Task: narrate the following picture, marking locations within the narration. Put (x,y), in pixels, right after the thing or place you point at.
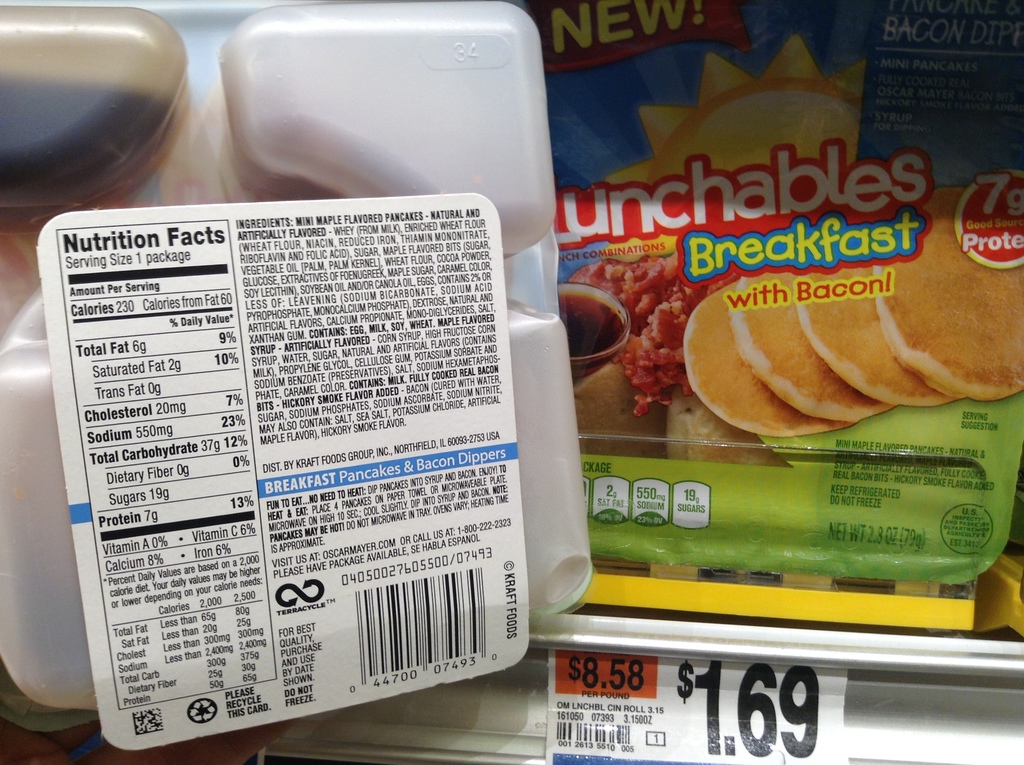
In this image we can see food packets (689,334) and a price tag (636,658).
